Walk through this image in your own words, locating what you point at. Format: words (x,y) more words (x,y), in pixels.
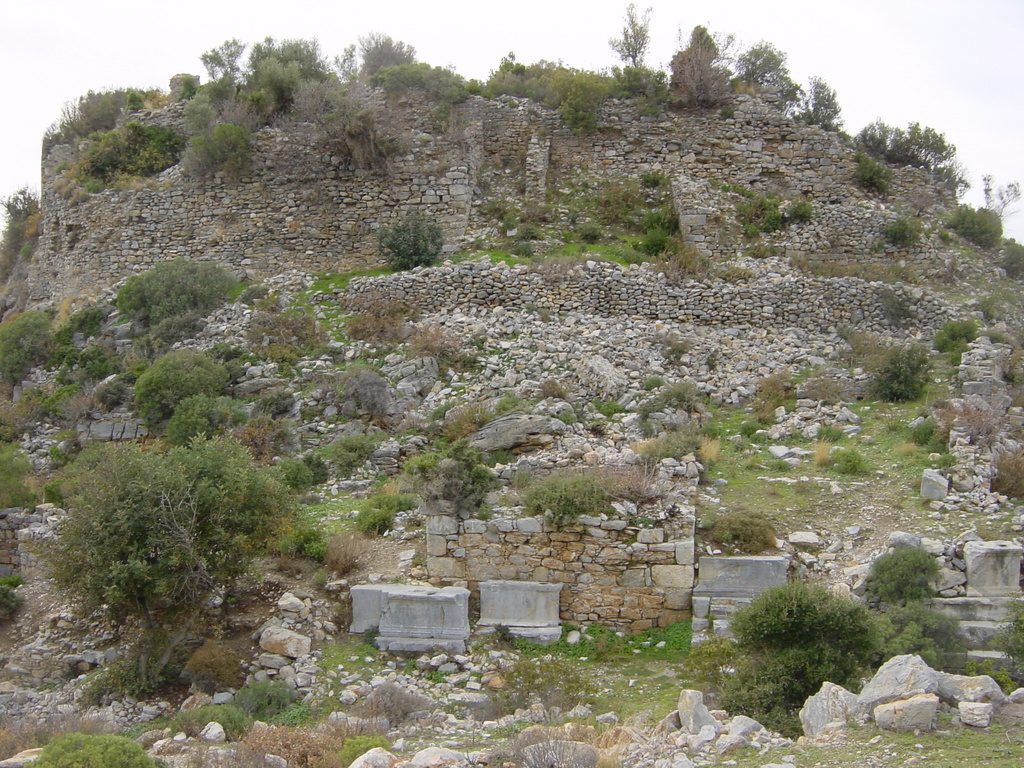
In this image we can see a hill (767,435), stones (755,565), rocks (289,615), bushes (809,623), shrubs (757,661) and trees (180,650).
